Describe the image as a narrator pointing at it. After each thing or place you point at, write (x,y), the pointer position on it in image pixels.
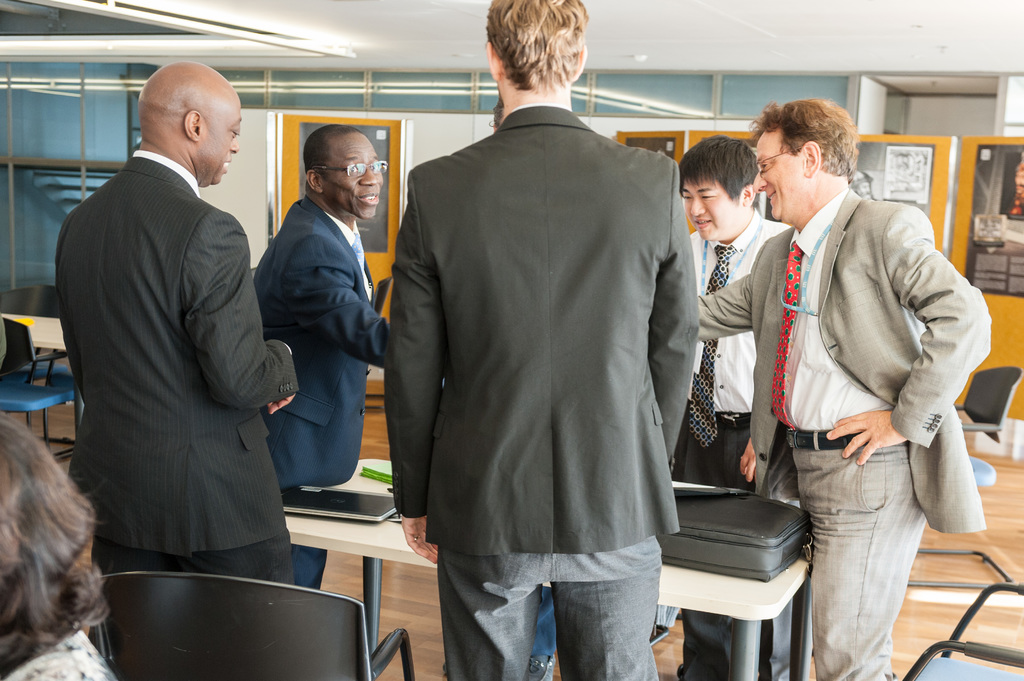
There are people (509,118) standing and we can see bag (723,509), laptop (373,504) and objects (390,481) on the table (394,544) and chairs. In the background (433,138) we can see wall (418,133) and boards (877,169). In the bottom left side of the image (26,531) we can see a person (48,680).
